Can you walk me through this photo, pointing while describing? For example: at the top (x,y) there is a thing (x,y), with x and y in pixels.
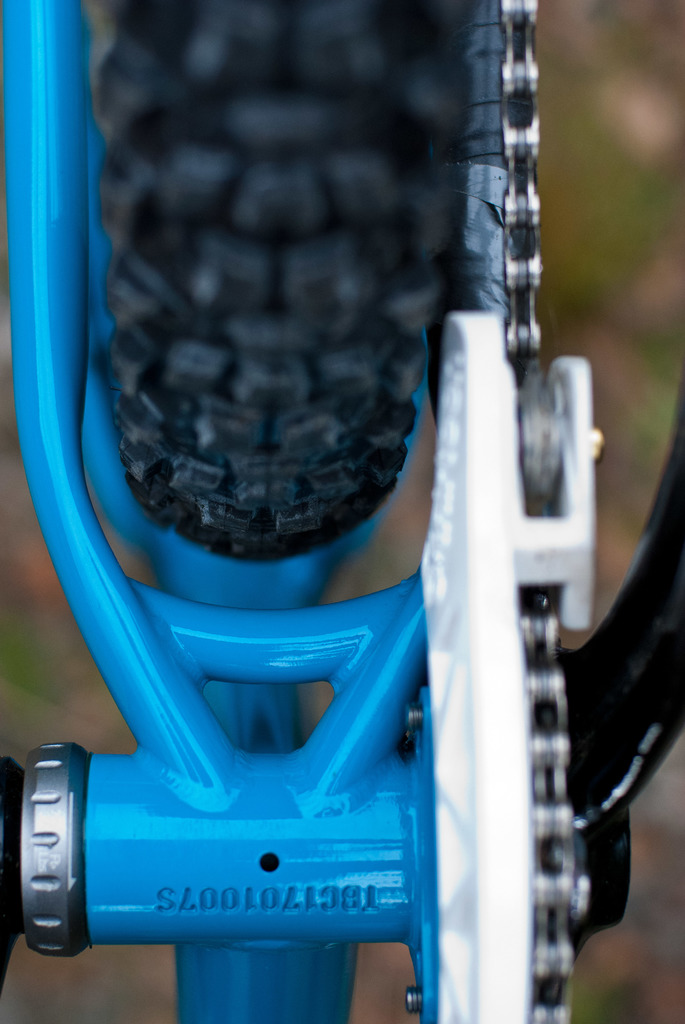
In this picture, we see an object (253,461) in black, blue and white color. It looks like a bicycle (375,788). In the background (549,235), it is blurred.
